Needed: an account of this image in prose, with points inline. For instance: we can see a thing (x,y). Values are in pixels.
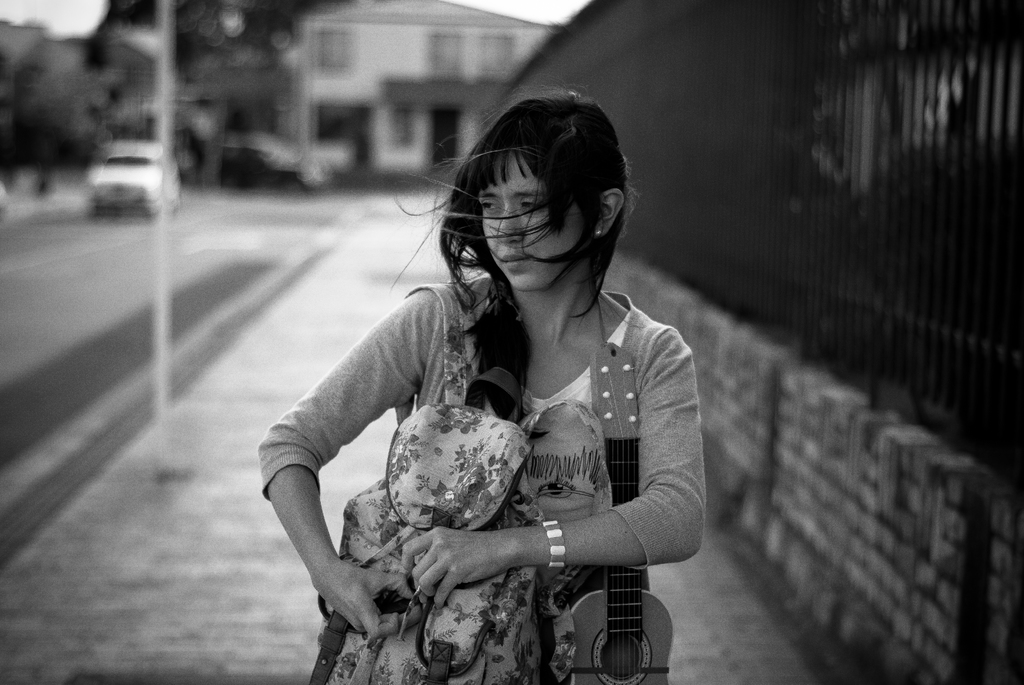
It is the black and white image in which there is a woman (454,534) standing on the footpath (283,584) by holding the bag (434,617). In the background (369,145) there is a building (342,117). On the road (89,240) there is a car (92,183). Behind the car (96,191) there are trees (68,105). On the right side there is a wall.
